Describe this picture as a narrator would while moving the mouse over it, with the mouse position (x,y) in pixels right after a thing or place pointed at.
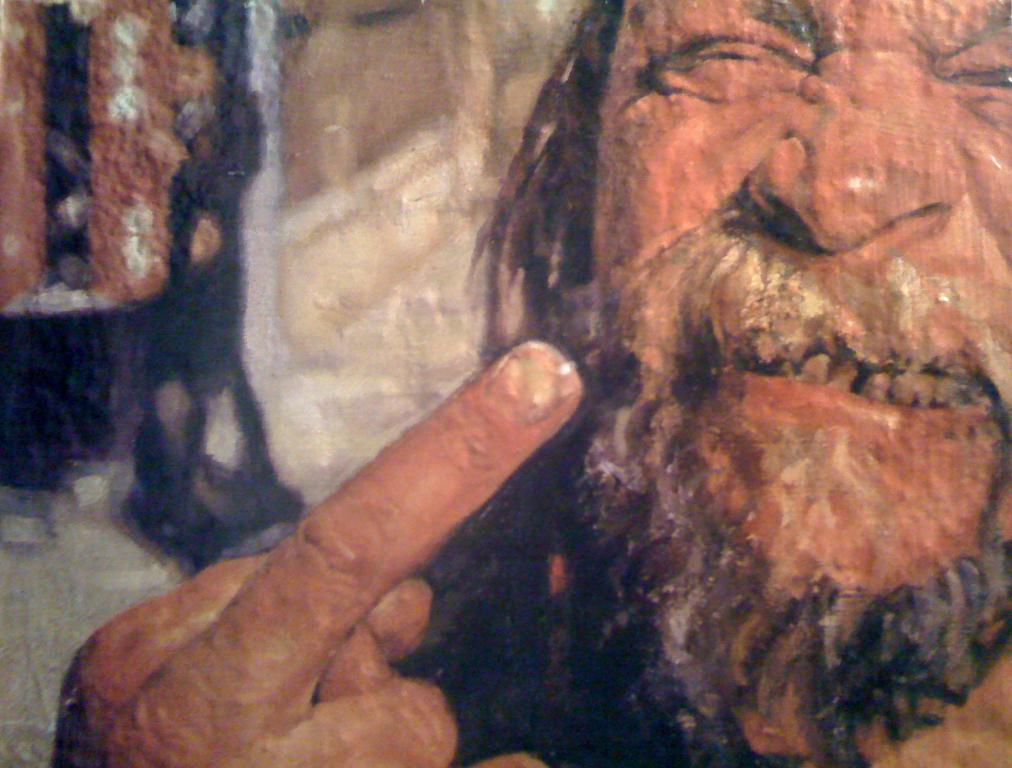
In this image we can see the face (911,172) of a man (912,535) on the right side (912,257). Here we can see the hand (326,643) of a person (357,660) on the left side (299,640). Here we can see a woman (215,100) on the left side (163,158).
